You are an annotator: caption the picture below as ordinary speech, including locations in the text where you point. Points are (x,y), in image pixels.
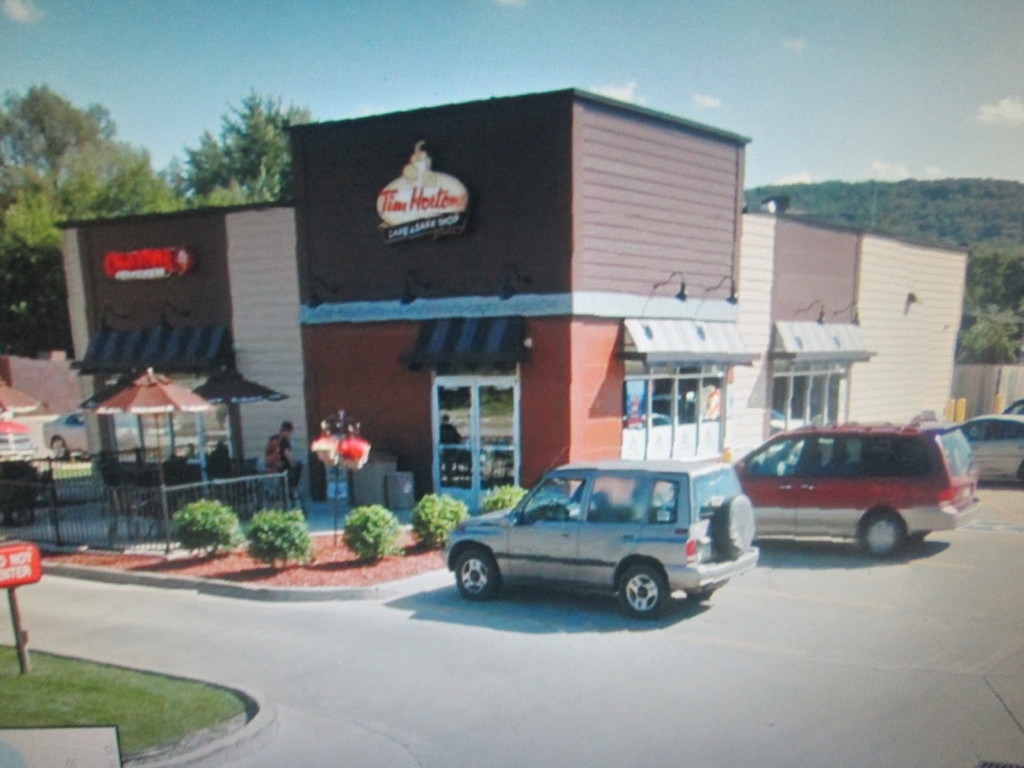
In this image there are cars (624,606) on the road (545,620). In front of them there are plants (378,527). At the background (417,351) there are buildings (513,302), trees (82,208) and sky (711,44).
